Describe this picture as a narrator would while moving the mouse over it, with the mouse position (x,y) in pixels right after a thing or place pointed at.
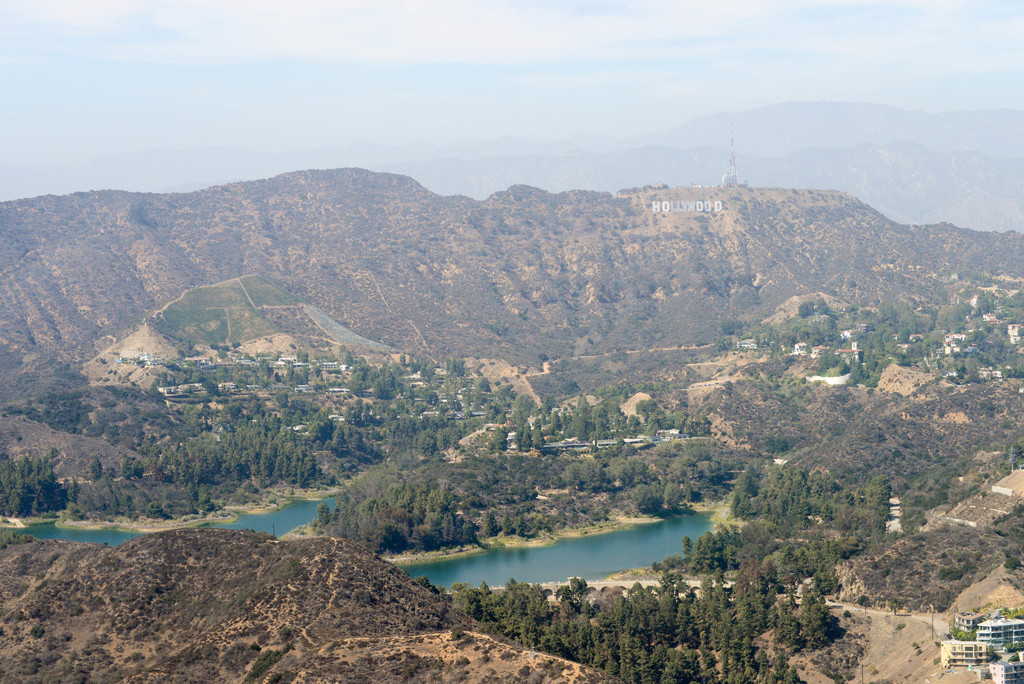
In this picture I can see there are few mountains (631,461) and they are covered with trees (332,422), there are few buildings (964,662) and the sky (458,140) is clear.
